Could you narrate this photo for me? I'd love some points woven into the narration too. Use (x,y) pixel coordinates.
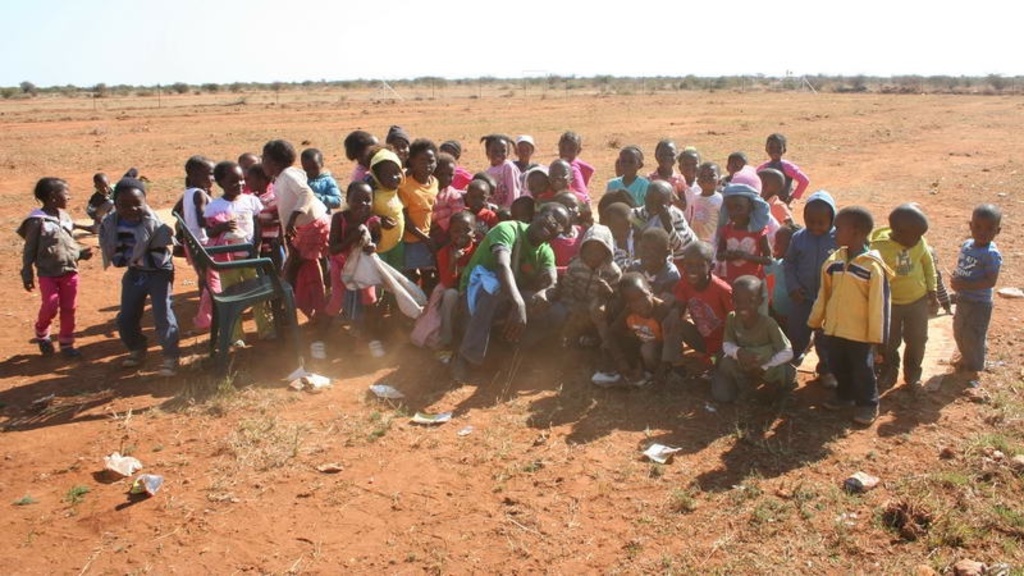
In this image I can see group of children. There is a person (495,291) and there is a chair (213,325). There are trees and in the background (871,22) there is sky (415,75).
